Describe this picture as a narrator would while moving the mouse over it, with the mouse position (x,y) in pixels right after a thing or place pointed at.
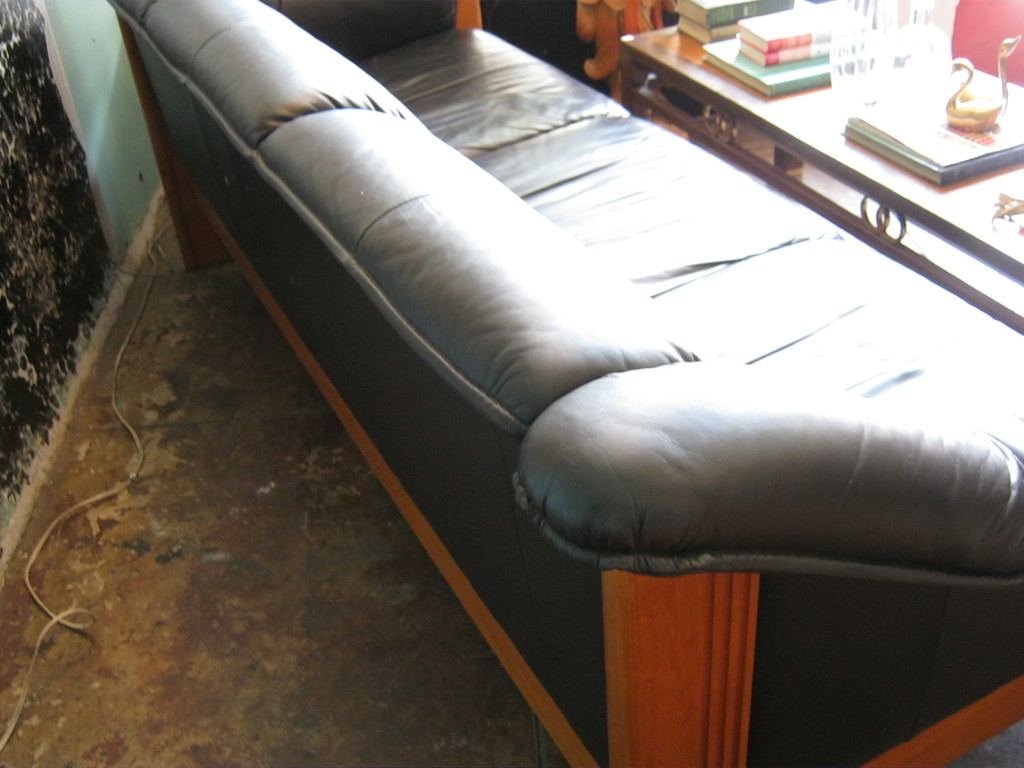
In the image we can see there is a sofa (424,173) and on table (981,194) there are books (921,154).
